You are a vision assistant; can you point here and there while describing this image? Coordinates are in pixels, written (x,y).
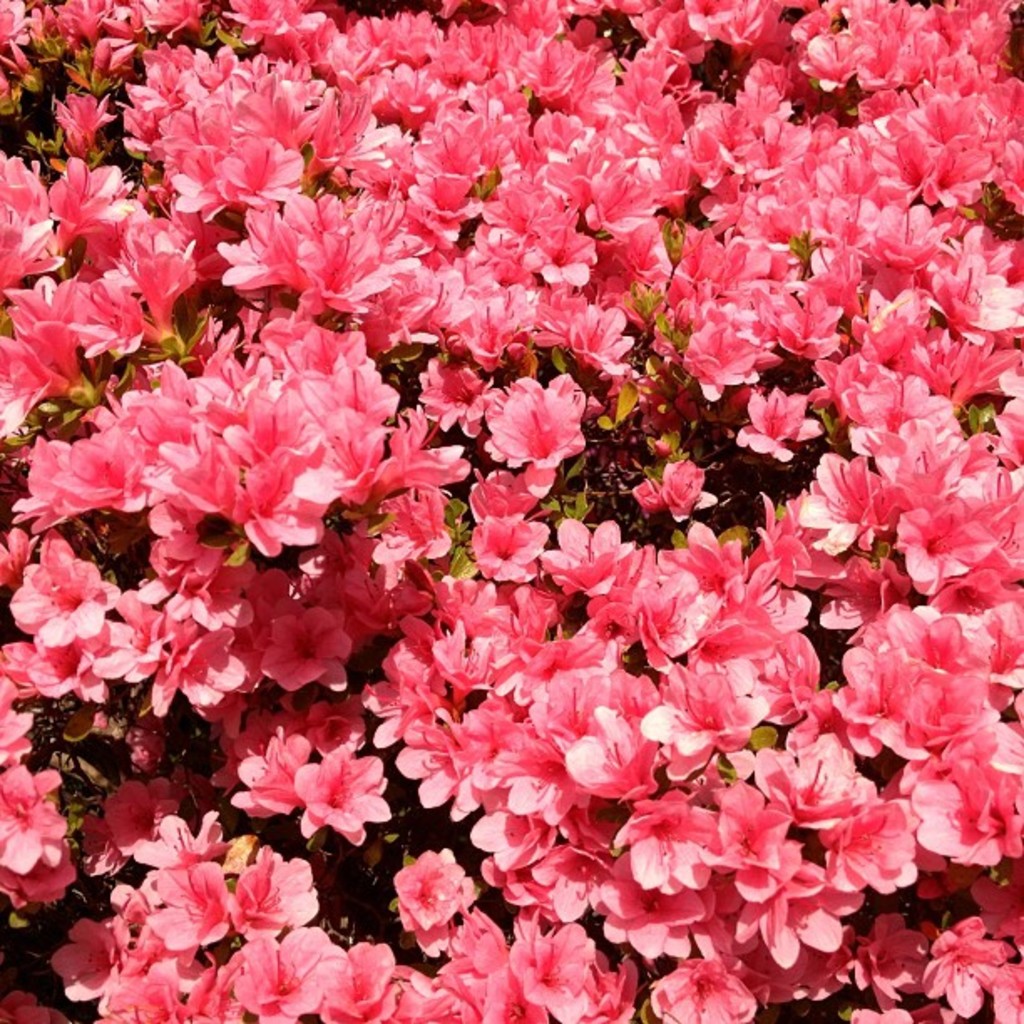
In this picture we can observe pink color flowers (598,605) to the plants (524,600). There is a white color shade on the flowers (534,617).
